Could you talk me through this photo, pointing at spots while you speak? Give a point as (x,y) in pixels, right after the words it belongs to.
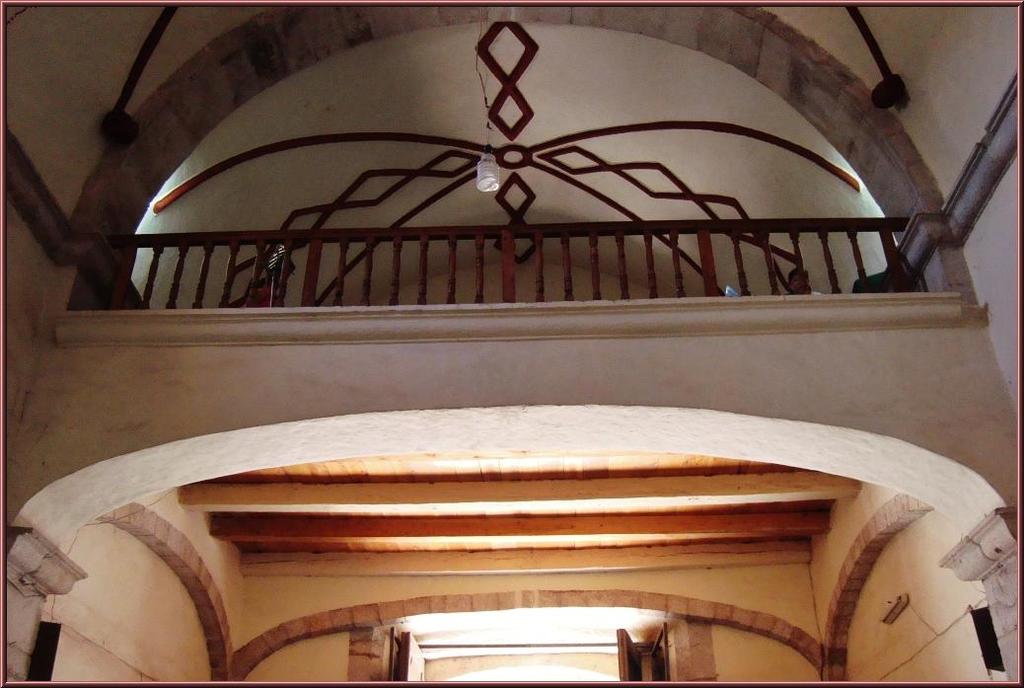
This is an inside of a building (258,603). In this picture we can see a wooden fence (889,220) and a light (483,163) on top. There are a few arches (641,595) visible on this building (705,581).
